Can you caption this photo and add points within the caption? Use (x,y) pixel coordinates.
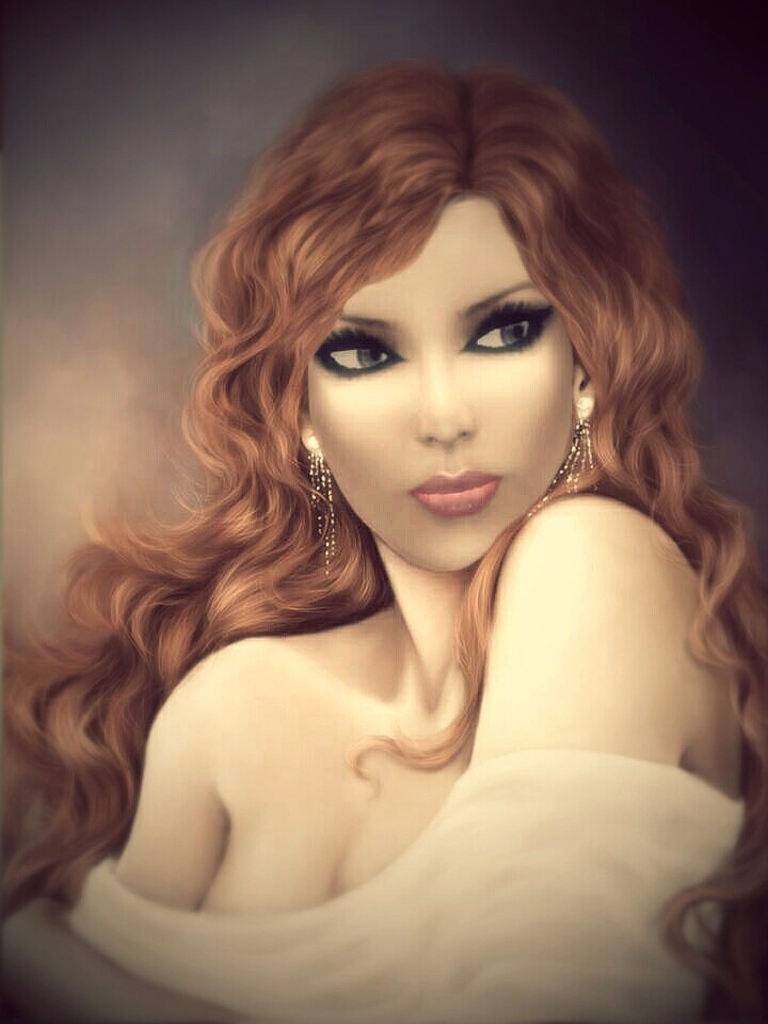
In this image we can see a painting (335,725) of a woman (206,711) has brown hair (277,489).
